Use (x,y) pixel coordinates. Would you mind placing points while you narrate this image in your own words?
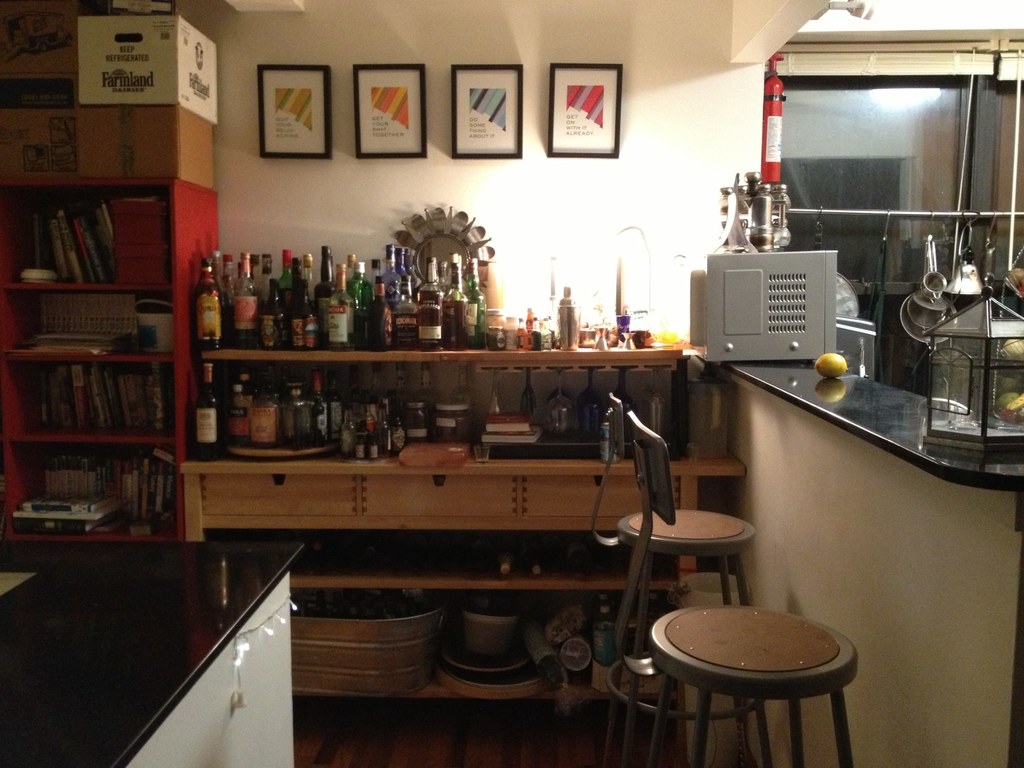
This picture is inside view of a room (588,355). We can see a bottles (436,291), frame (458,149), wall (574,192), boxes (168,166), books (107,333), table (267,569), chair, container (335,656), vessels (929,283), fruit (826,369), extinguisher (773,167), window (817,150), floor (481,729), roof (875,3) are present.
